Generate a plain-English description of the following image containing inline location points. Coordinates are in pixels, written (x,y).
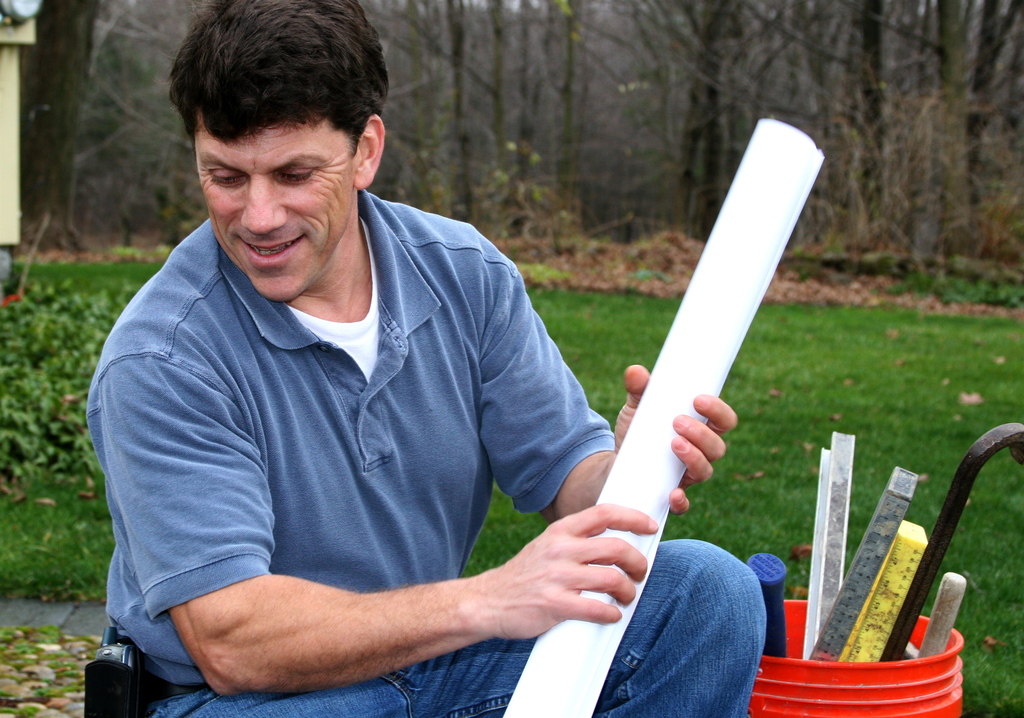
In the foreground of this image (345,401), there is a man (378,447) squatting and holding a chart (668,457). Beside him, there are few objects (872,571) in a red basket (846,686). In the background (914,369), there is a grassland (890,328), trees (595,35) and an object (17,54) on the left (2,118).
